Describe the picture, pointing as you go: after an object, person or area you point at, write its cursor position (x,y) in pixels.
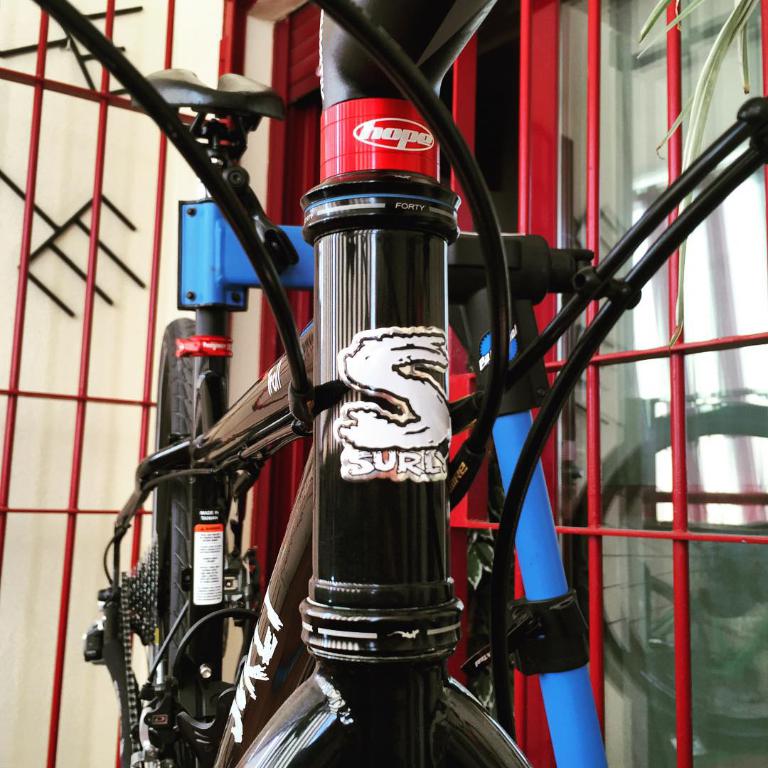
In this image I can see the bicycle (339,373) which is in black color. In the back (595,54) I can see many red color rods (548,358) and to the right (698,335) I can see the glass (657,451).
